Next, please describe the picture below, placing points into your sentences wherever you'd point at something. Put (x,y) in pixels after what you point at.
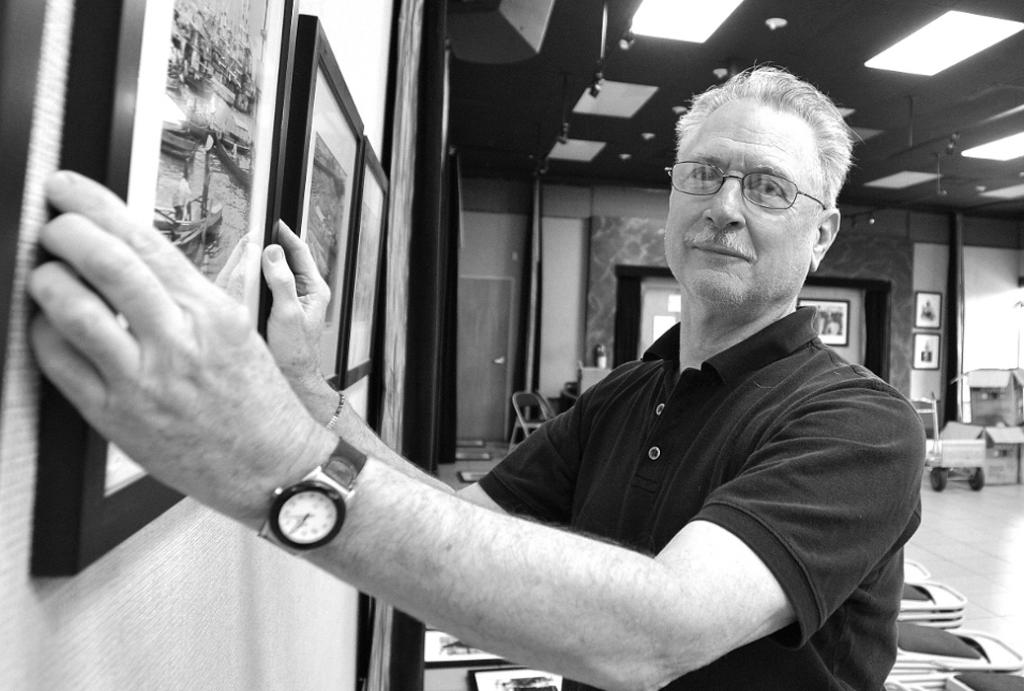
This is a black and white image and here we can see a person (680,284) wearing glasses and holding a frame (191,195). In the background (978,418), there are lights (624,94) and we can see frames (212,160) on the wall (544,285) and there is a chair (524,403) and we can see some objects (975,440). At the top (850,96), there is a roof (852,103) and at the bottom (966,539), there is a floor (977,550).
